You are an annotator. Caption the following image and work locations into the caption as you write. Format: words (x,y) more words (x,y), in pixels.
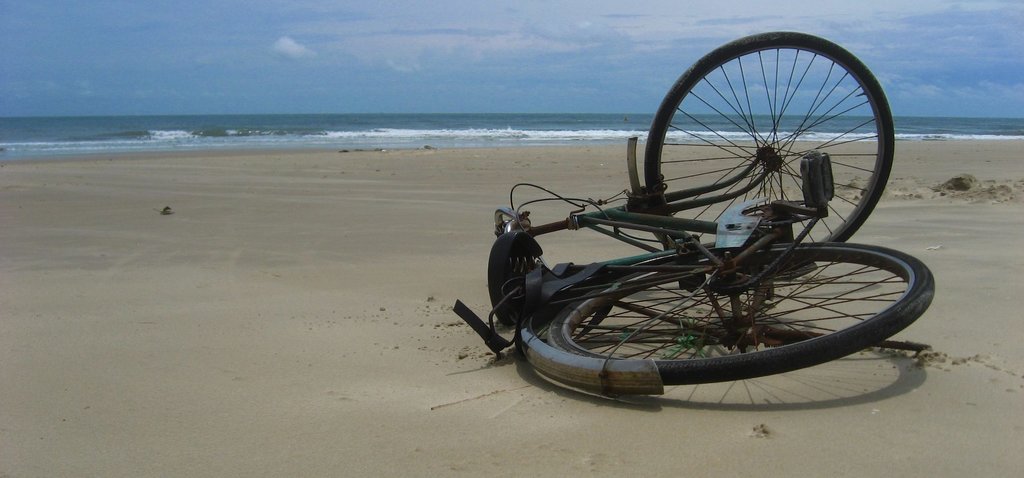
In this picture we can see a bicycle (854,327) on the ground (614,174) and in the background (370,118) we can see water (195,118), sky (302,92) with clouds (530,93).
